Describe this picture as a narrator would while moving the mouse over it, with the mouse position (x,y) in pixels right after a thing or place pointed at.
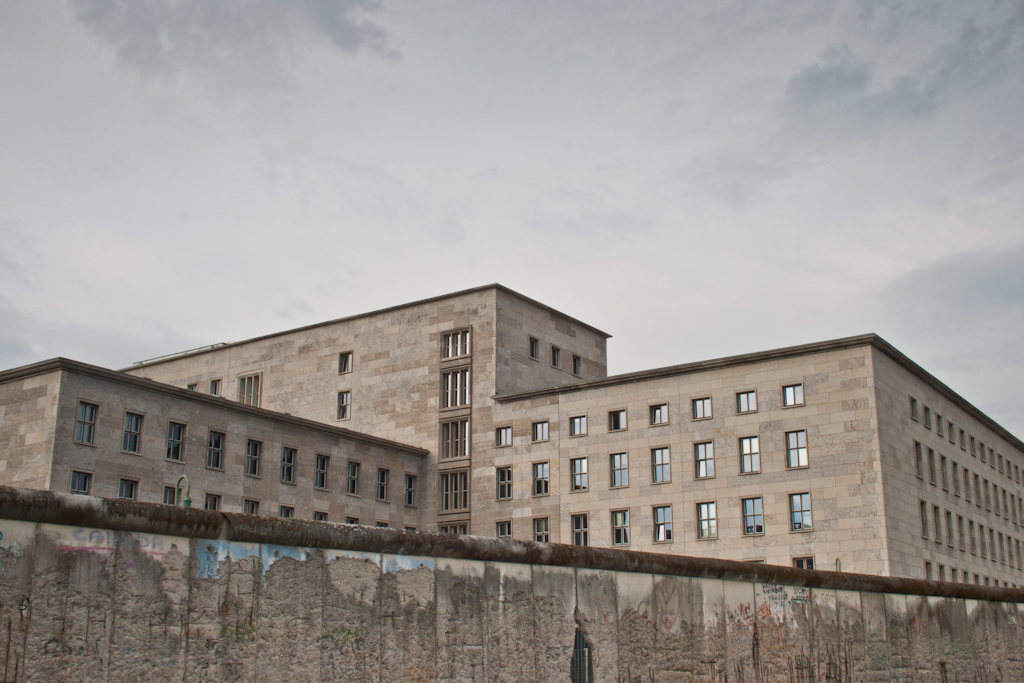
To this building (480,428) there are windows (509,526). Sky (942,227) is cloudy. This is wall (435,647).
